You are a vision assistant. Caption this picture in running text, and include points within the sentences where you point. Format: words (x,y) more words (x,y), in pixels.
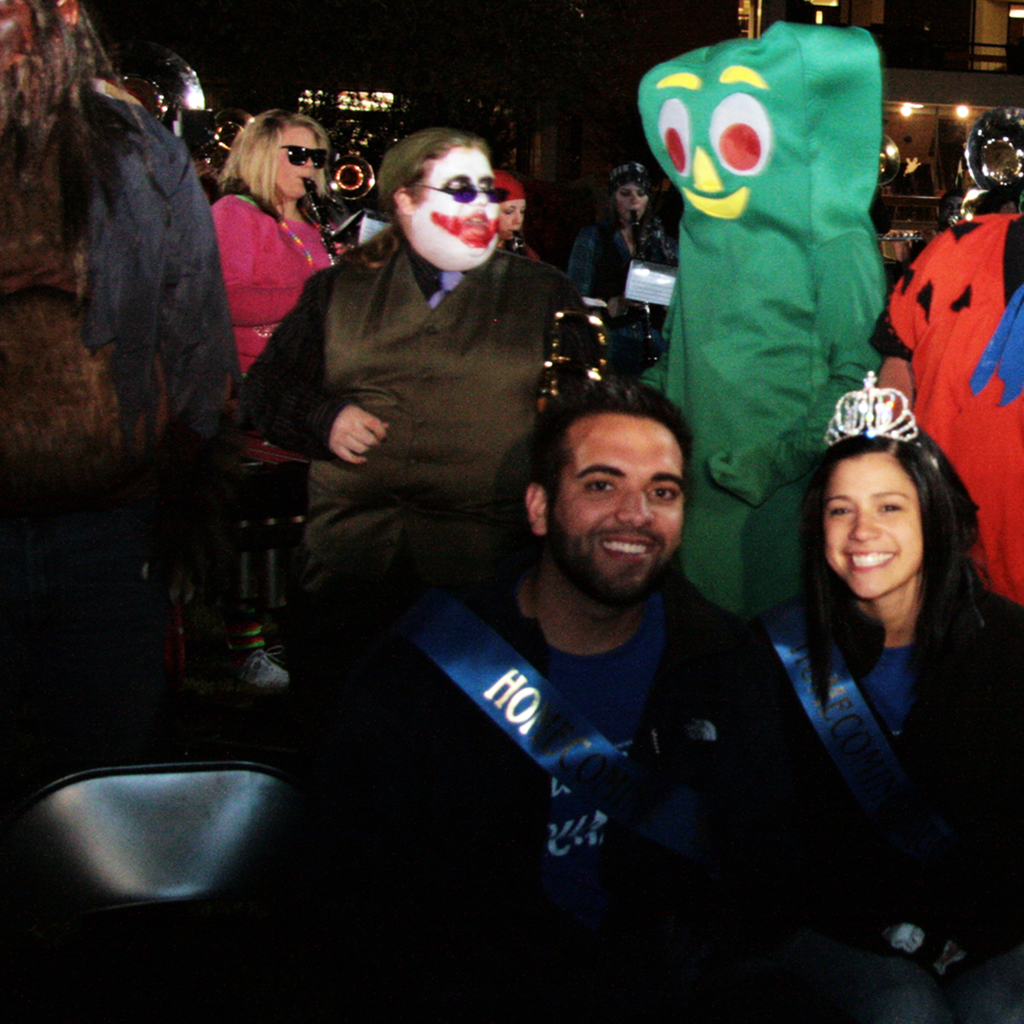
In this picture there is a boy (627,465) and a girl (891,459) on the right side of the image (731,801) and there are other people (808,265) in the background area of the image (578,256).
